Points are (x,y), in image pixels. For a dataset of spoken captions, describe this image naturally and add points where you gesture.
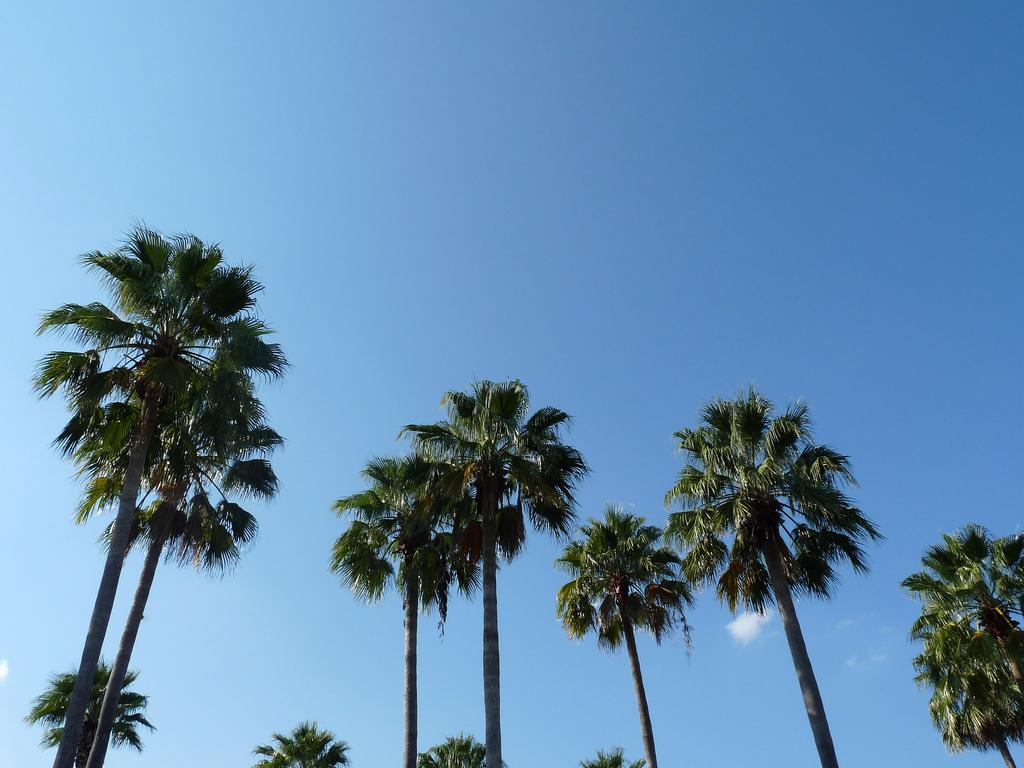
In this picture I can see there are trees (331,740) and the sky (63,259) is clear.
